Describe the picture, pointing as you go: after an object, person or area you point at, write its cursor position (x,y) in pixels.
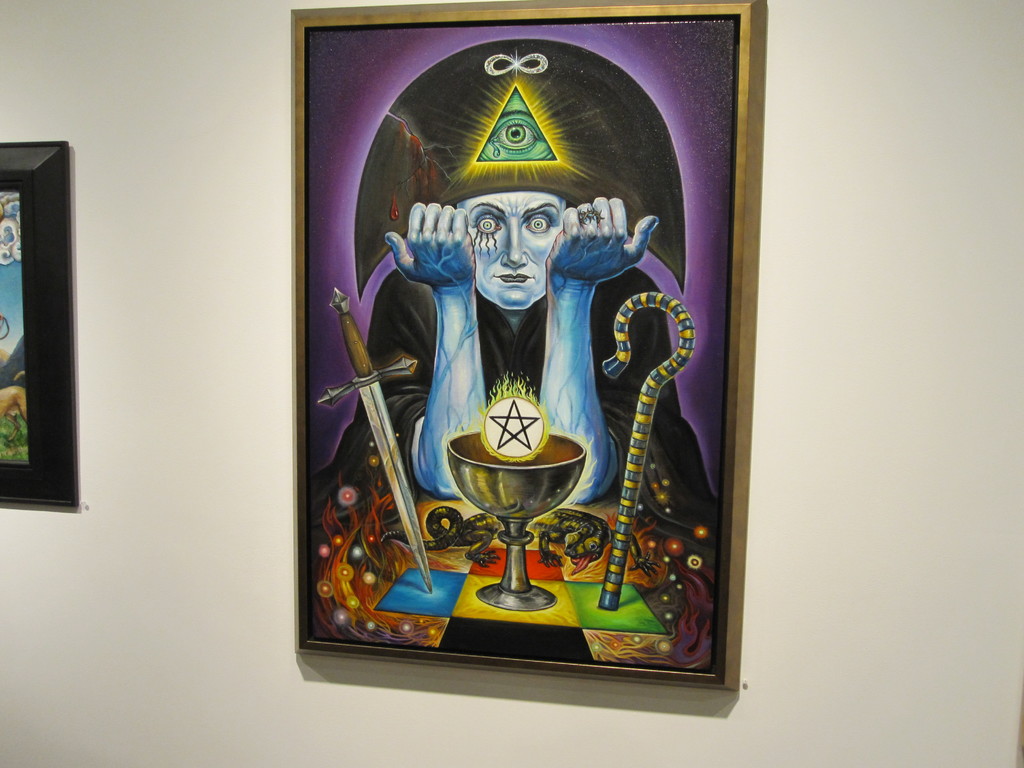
In this image I can see there is a painting (565,361) of a ghost (556,383) on this wall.
